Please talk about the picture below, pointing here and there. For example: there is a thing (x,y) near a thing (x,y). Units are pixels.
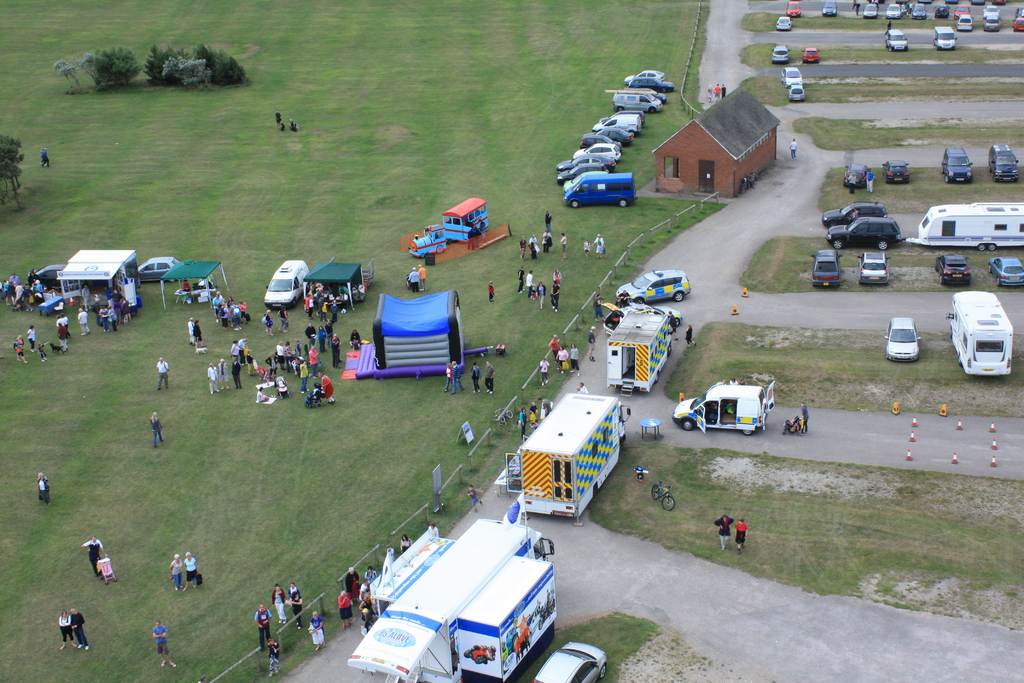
This is a top view of an image. In this image there are many vehicles (584,491) parked and there are a few people (37,300) standing in front of the camps (193,272). At the top right of the image (718,168) there is a hut (736,163) and on the left side of the image (214,76) there are few trees (159,77).
